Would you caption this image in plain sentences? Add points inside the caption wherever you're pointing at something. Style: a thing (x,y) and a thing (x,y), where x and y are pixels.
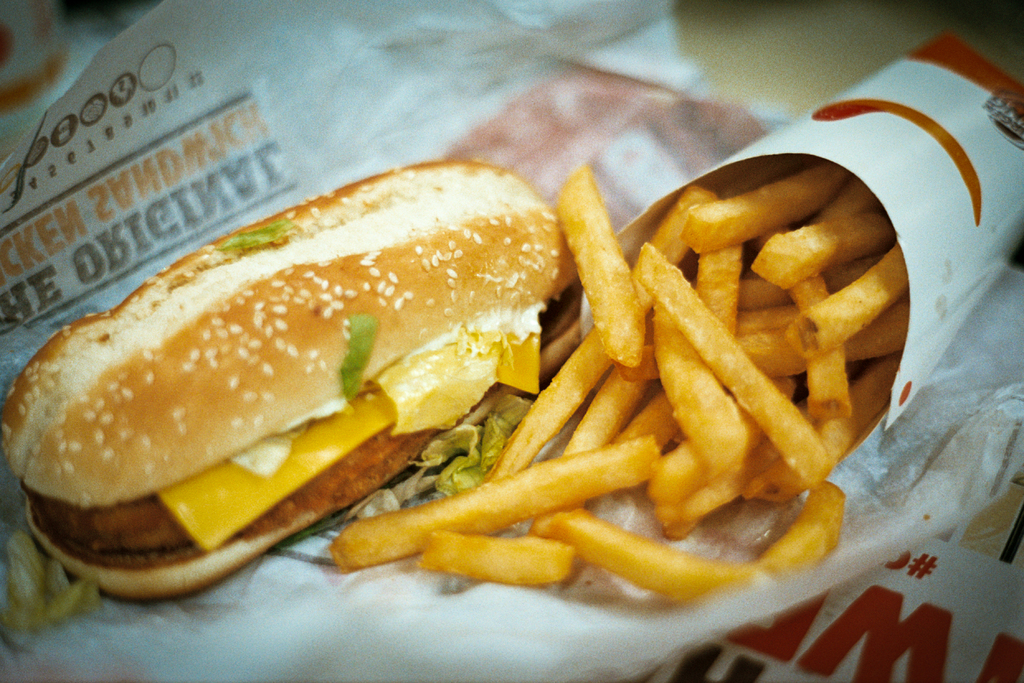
In this image I can see the french-fries (686,370) in the paper-cone (882,185) and the burger (317,275) on the paper (430,136). These are on the cream color surface (775,93).
